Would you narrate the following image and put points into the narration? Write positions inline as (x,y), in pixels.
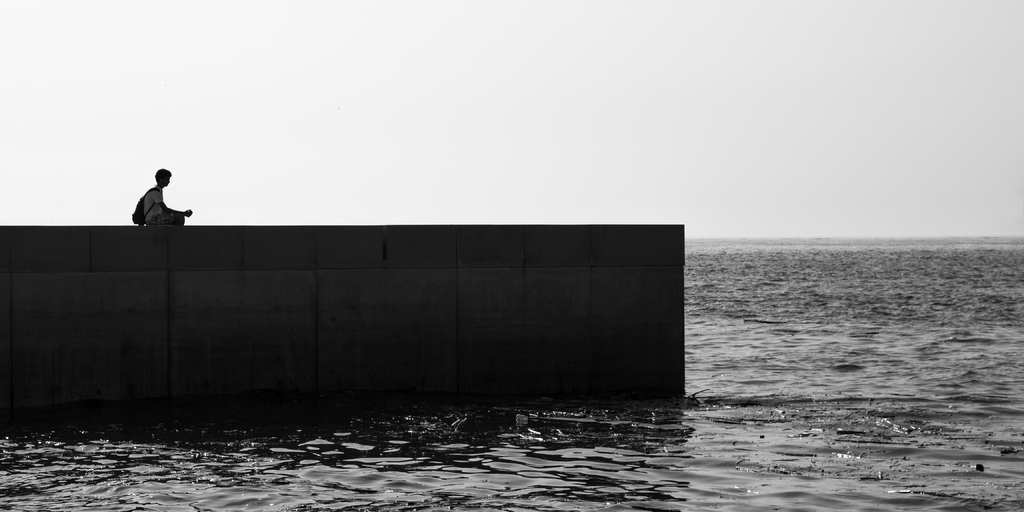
This image is a black and white image. This image is taken outdoors. At the top of the image (304,101) there is a sky (727,97). At the bottom of the image (824,440) there is a sea (461,450). On the left side of the image (146,278) there is a pier (158,289) and a boy (155,195) is sitting on the pier (632,232).
